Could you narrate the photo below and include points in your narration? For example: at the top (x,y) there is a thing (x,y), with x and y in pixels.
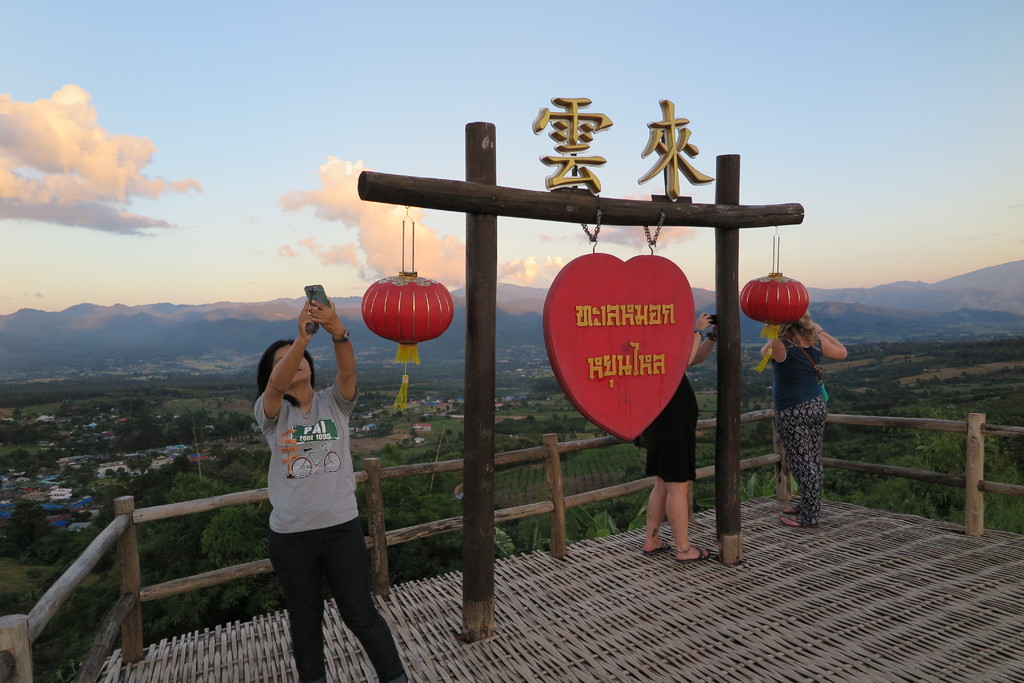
In this image I can see three people (688,521) are standing. In the background (211,449), I can see trees (211,456), houses (121,464) and clouds (366,223) in the sky (234,172).
